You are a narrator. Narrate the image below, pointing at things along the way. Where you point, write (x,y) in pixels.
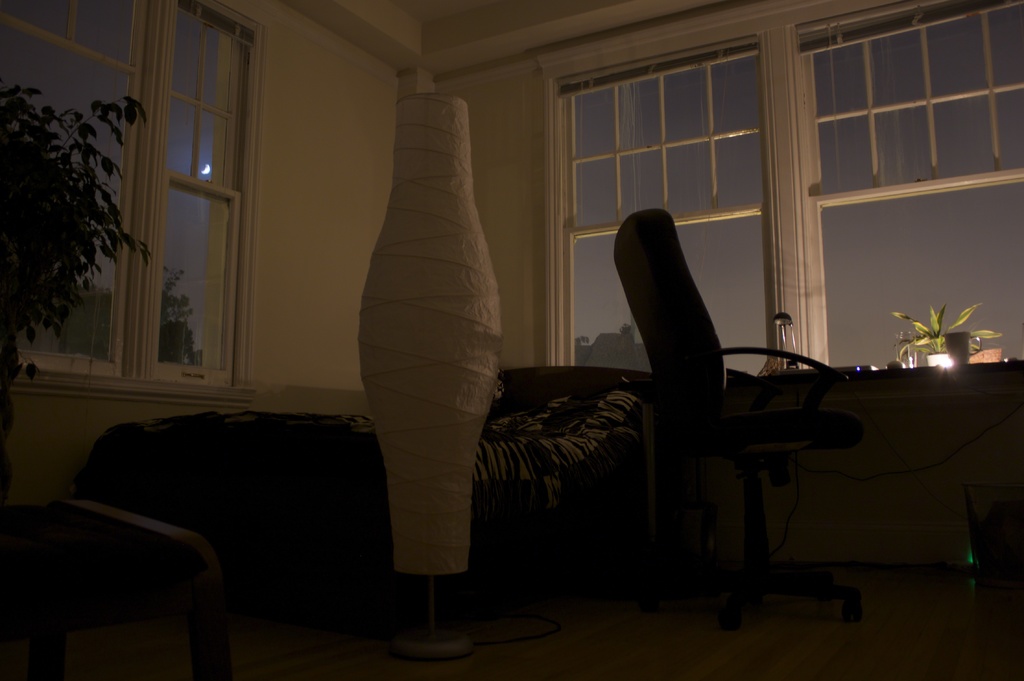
In the center of the image (421,379) there is a decor (444,562) and we can see a bed (189,440). On the right (756,495) there is a chair (753,493) and a cup (957,363) placed on the wall (941,415). On the left (68,220) there is a plant (54,215). In the background (141,207) there are windows (910,65) and a wall (324,197).
